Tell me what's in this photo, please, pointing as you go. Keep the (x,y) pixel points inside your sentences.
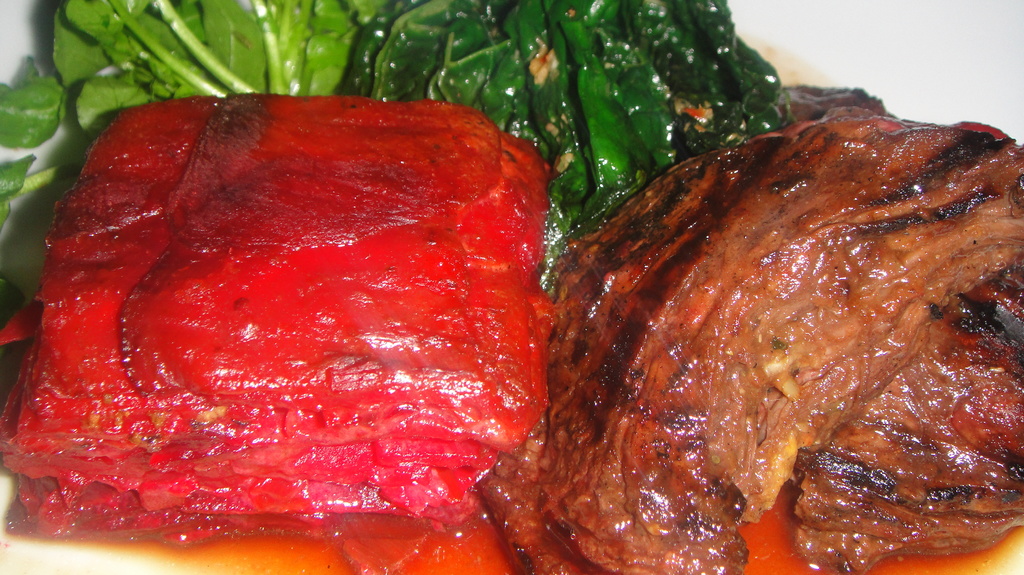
In this image I can see a plate (853,58) which consists of some food item (604,326).
